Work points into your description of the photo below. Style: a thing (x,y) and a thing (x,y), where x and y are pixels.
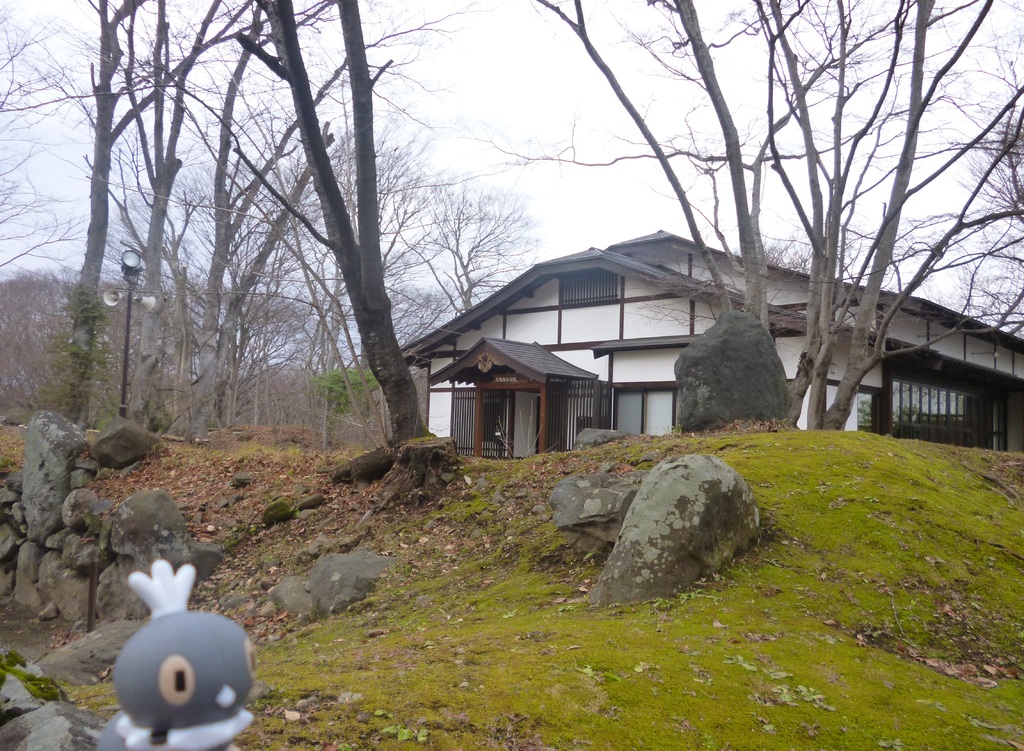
In the image there is a house (591,304) and around the house (602,289) there are many trees (332,224) and also some dry leaves (165,472) and in the front (50,473) there are many huge rocks (609,497) and some portion of the land (488,668) is covered with grass (880,536).
